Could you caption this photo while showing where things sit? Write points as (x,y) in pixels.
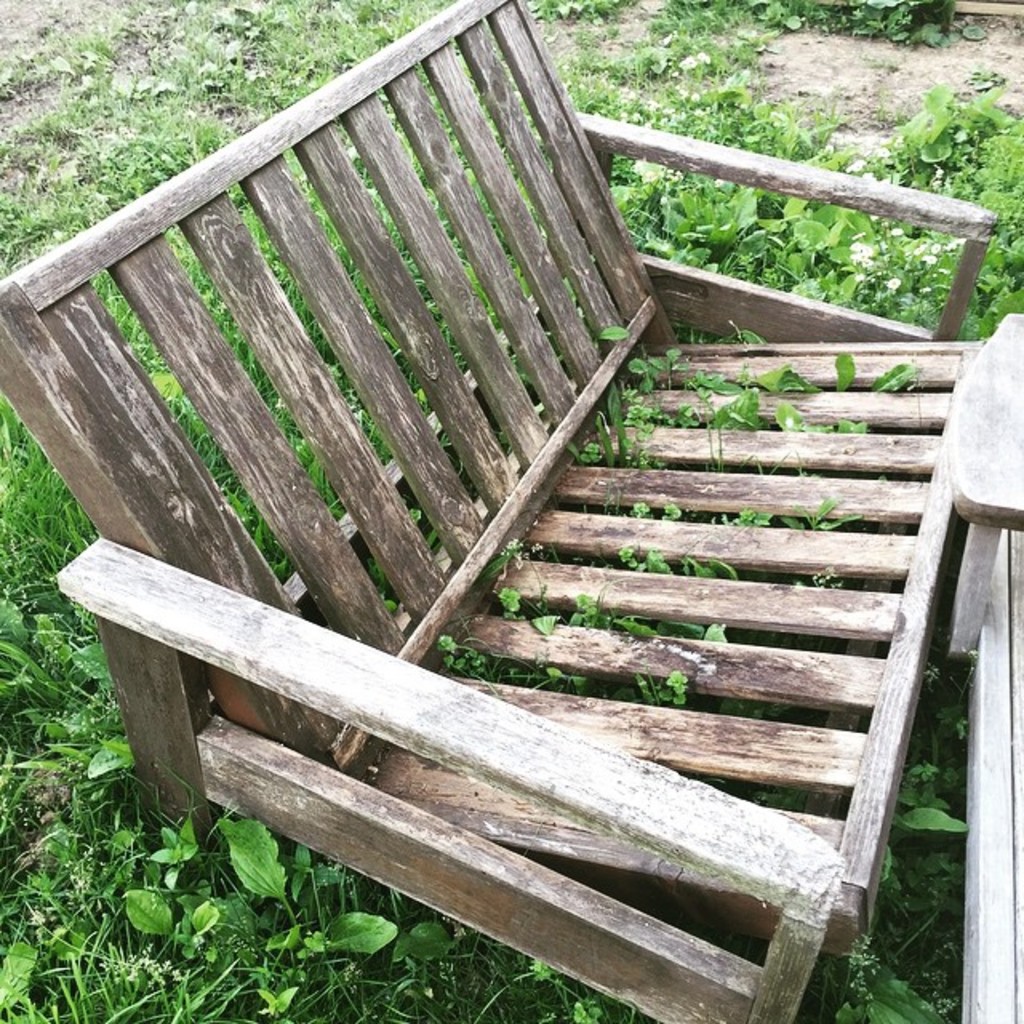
In this picture I can see there is a wooden bench (415,375) and there are grass (13,697), plants (903,382) and there is a wooden object (1003,409) at the right side (1000,437).
